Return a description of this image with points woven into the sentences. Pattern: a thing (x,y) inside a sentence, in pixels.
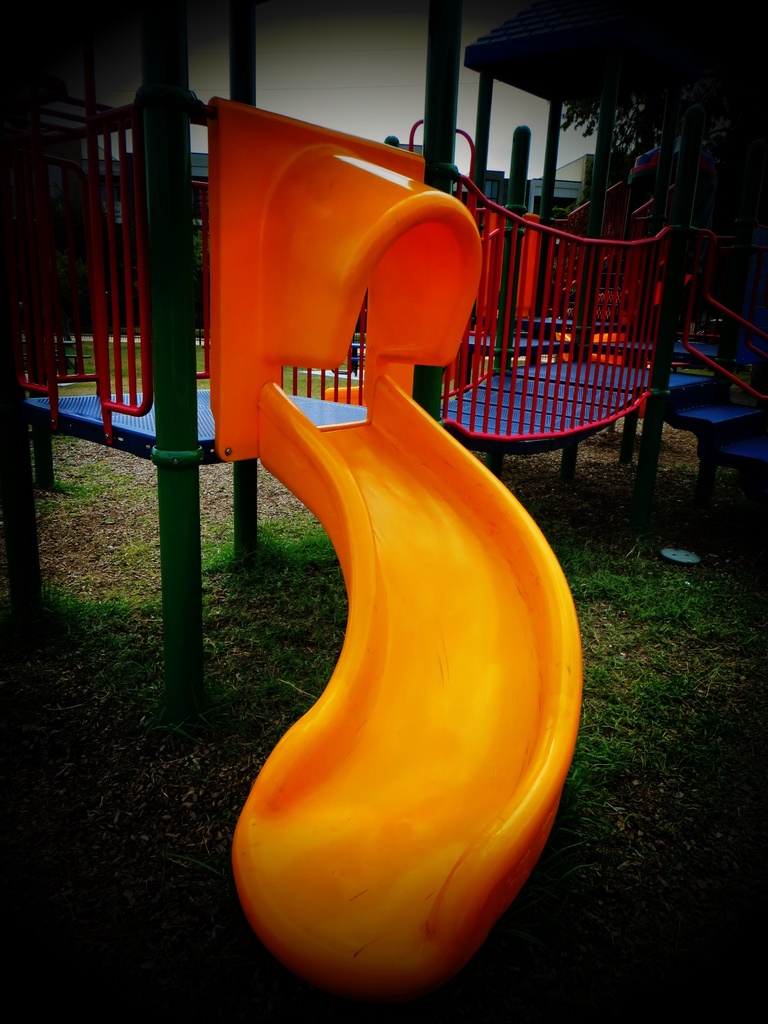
In this image I can see a garden slide (394,533) which is yellow in color. In the background (376,85) I can see the sky (467,79) and some other objects (489,271).
